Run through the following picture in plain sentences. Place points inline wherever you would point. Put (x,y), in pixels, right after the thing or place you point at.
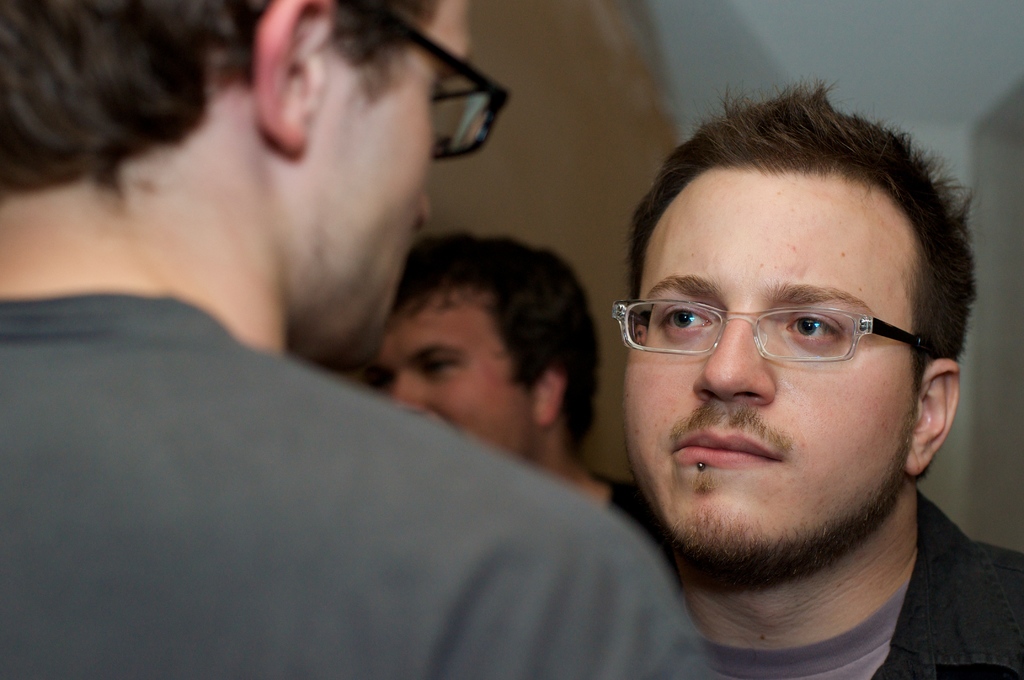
In this image there is one person (652,343) standing on the right side of this image (769,418) is wearing a black color shirt (942,605) and there is one another person (221,413) is on the left side of this image (111,464) and there is one person (436,386) in middle of this image (491,378). There is a wall (619,63) in the background (774,61).
